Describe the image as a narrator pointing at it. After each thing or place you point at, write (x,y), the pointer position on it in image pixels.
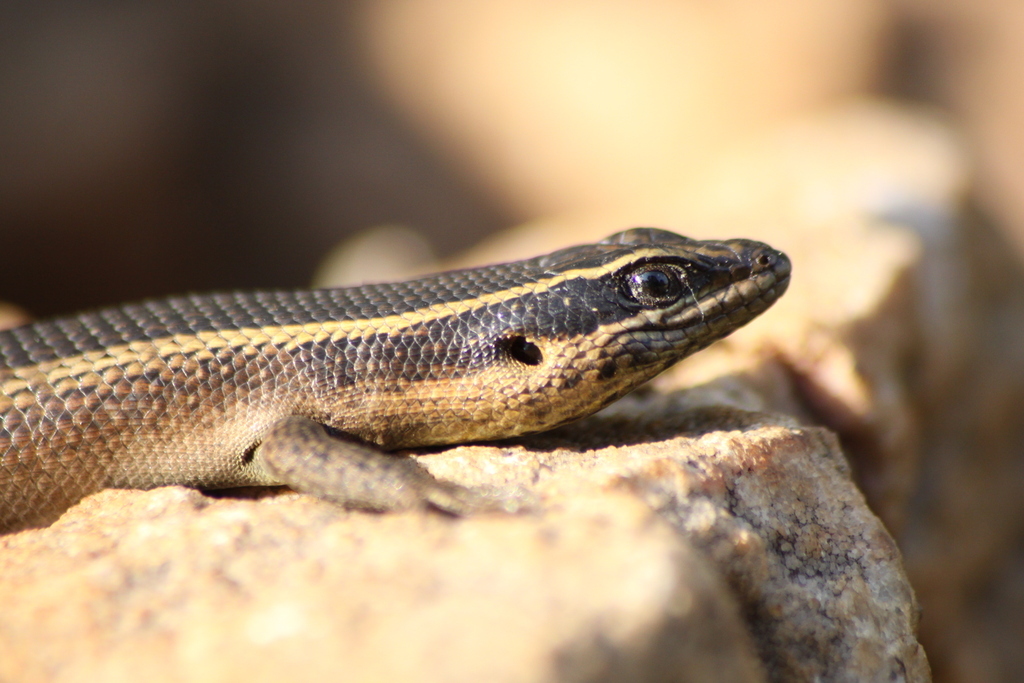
This picture is clicked outside. In the center (471,354) there is a reptile (447,345) on an object (640,568). The background of the image (854,12) is blurry.
